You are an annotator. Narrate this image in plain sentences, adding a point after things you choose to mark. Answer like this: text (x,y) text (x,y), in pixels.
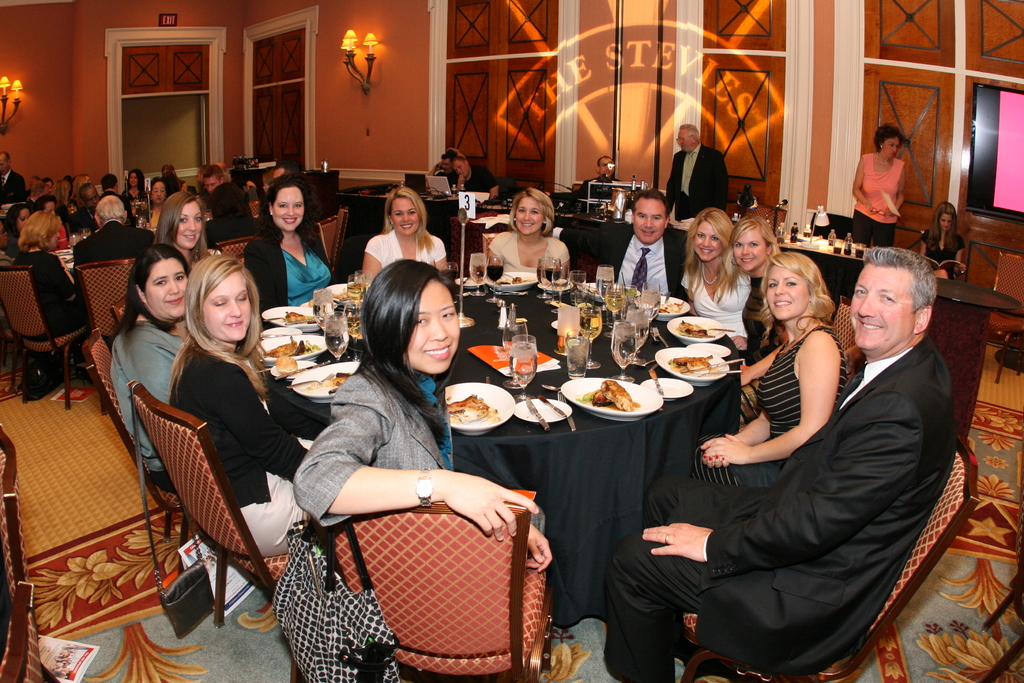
In this image i can see a group of people (763,326) who are sitting on a chair (346,533) in front of a table (484,367). On the table (634,367) i can see there are few plates (636,386), glasses (580,347) and other objects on it.
